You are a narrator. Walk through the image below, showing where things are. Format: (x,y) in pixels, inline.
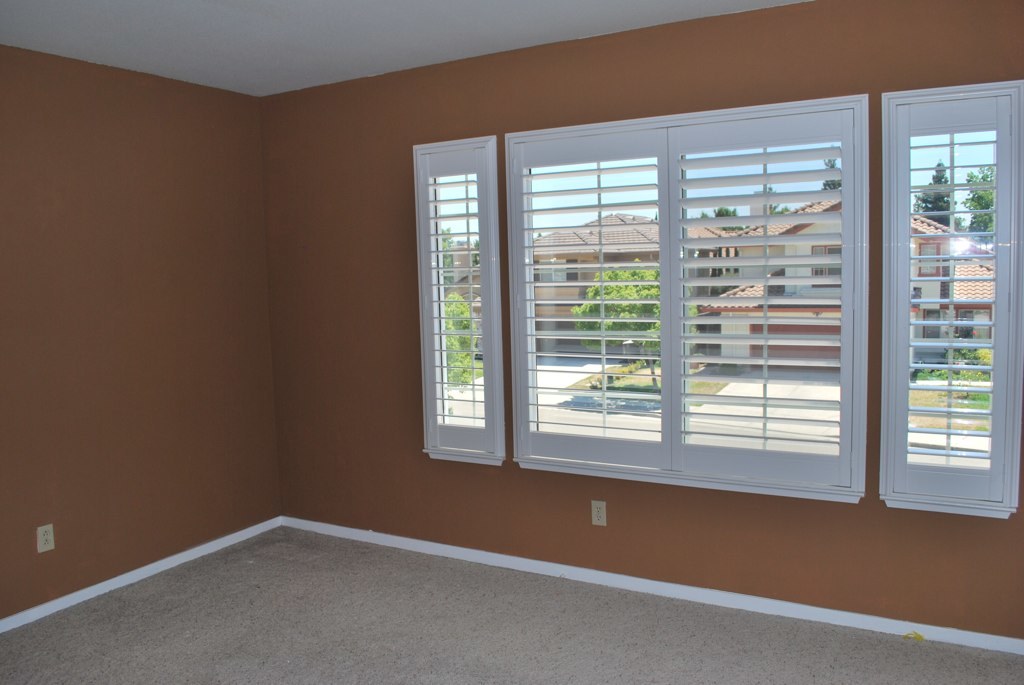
In this image we can see an inside view of a room (462,417), there are windows (585,283) to the wall (407,277) and white color objects (49,539) looks like switches (595,515) to the wall (113,547) and through the windows (824,403) we can see few buildings (739,290), trees (616,292) and the sky (650,197).
